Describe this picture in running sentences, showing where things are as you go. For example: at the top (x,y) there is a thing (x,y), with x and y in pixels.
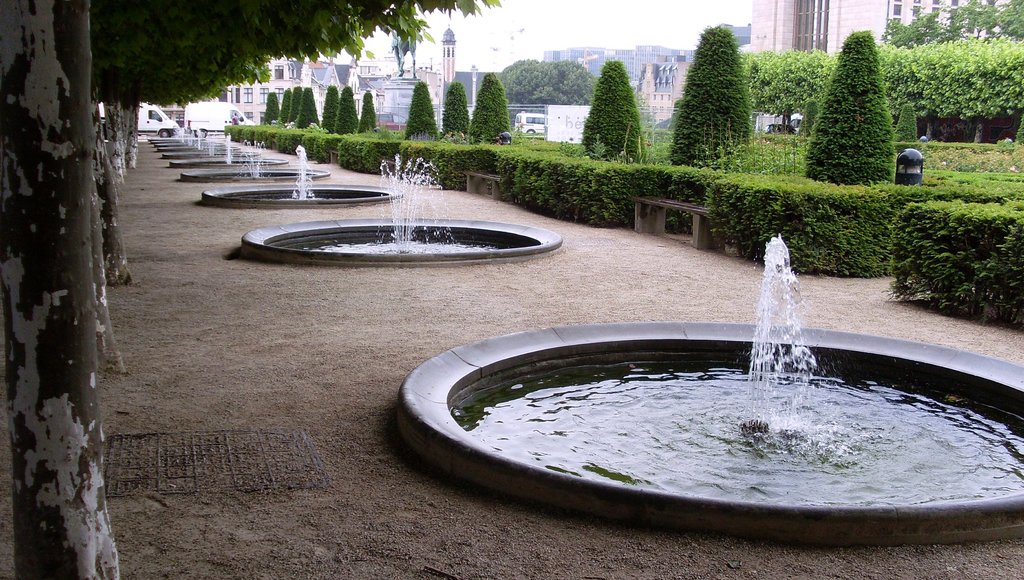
In this image I can see water fountains (381,201), bushes (963,219), few benches (469,185), number of trees (1014,98) and here I can see a black colour thing (902,159). In the background (159,121) I can see few vehicles (153,109) and number of buildings (246,108).
